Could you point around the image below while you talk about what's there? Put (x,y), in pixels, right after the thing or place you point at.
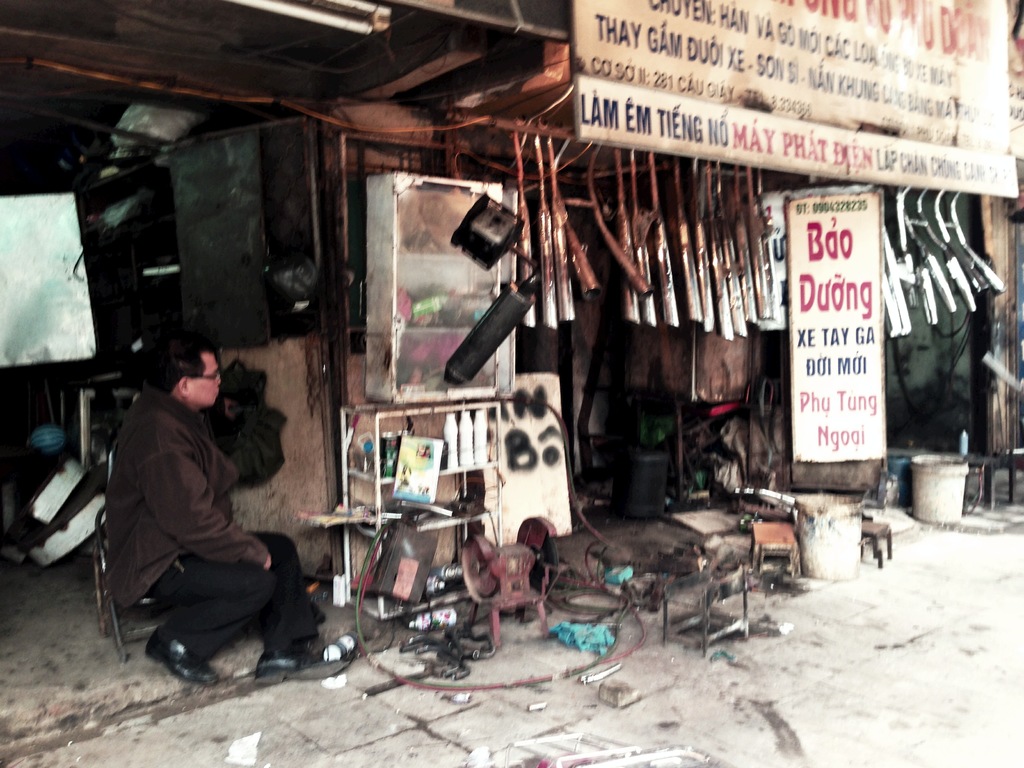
In this image we can see a person (183,532) sitting on the chair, boards (820,127) with some text (860,333), hanging objects (890,265) and we can see some objects (723,627) on the floor (919,599).
